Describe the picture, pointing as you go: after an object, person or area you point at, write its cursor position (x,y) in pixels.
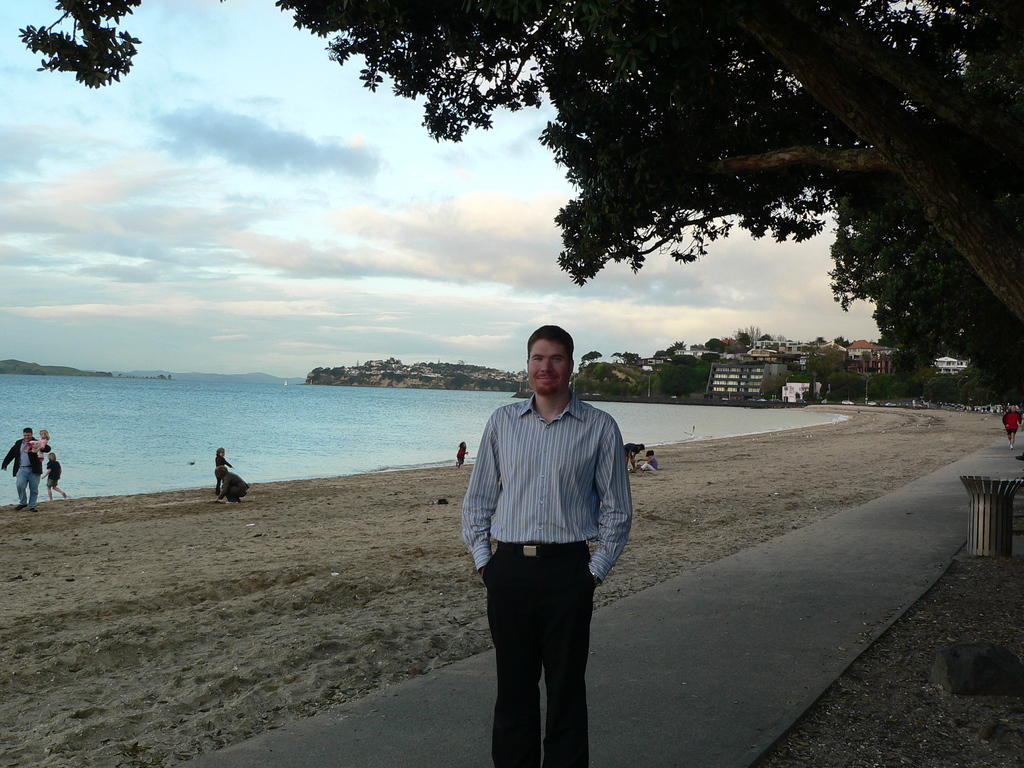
This picture is clicked outside. In the center (562,460) we can see a man (591,447) wearing shirt (563,487) and standing on the ground (259,734). In the background (514,231) we can see the sky (273,216) with the clouds (345,242) and we can see the buildings (741,353), trees (1014,356), plants (849,384), water body (281,420), group of persons (43,450) and many other objects (1015,662).
